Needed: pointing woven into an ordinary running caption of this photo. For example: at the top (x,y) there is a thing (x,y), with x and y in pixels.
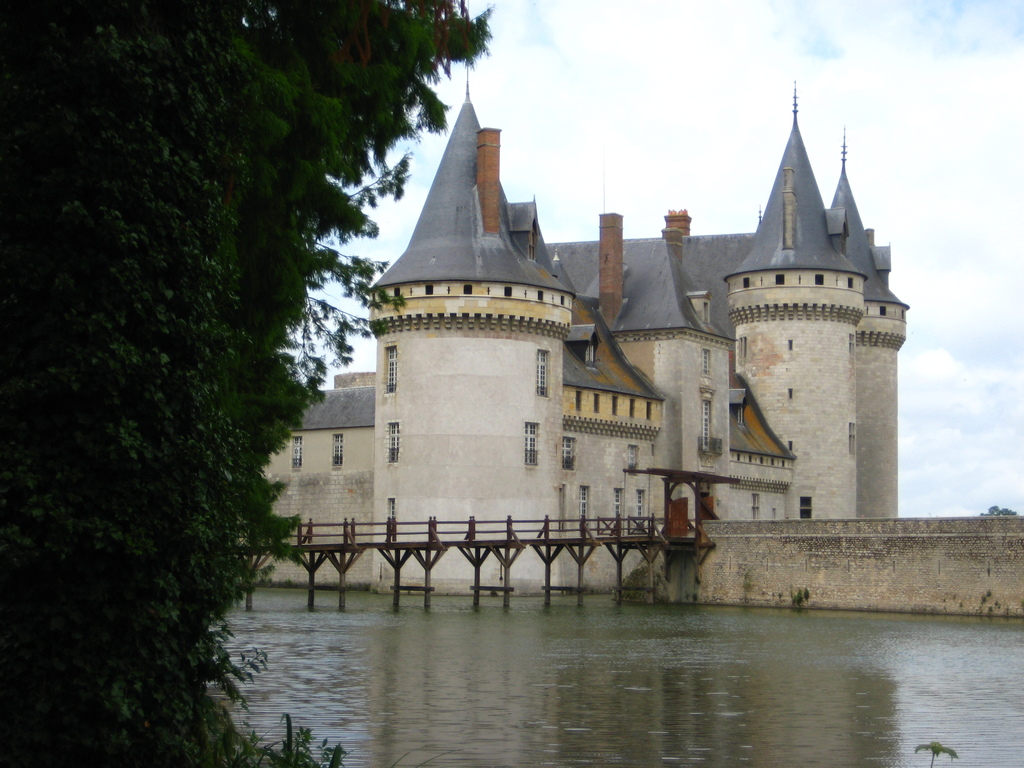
On the left side (116,293) there is a tree (118,255). At the bottom (549,660) there is a lake (562,638) and also I can see a bridge (620,546). In the background (357,572) there is a building (682,357). At the top of the image (681,54) I can see the sky (899,96) and clouds (978,119).
